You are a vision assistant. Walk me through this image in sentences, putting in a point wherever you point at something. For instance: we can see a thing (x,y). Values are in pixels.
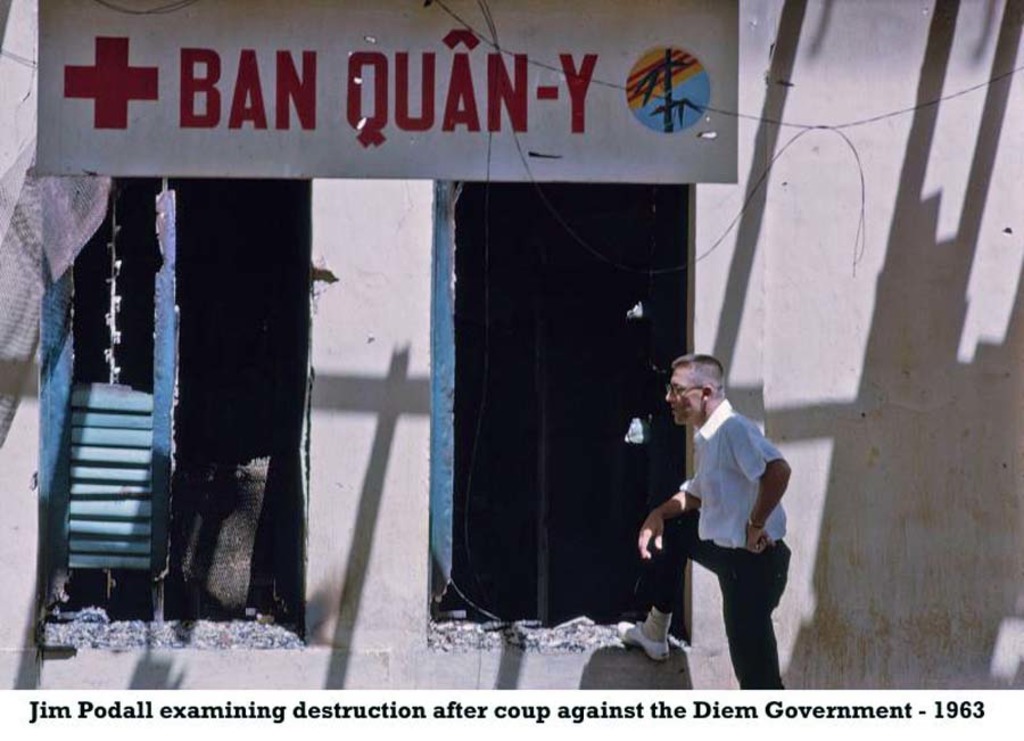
In this image there is a man (714,545), in the background (703,221) there is wall (715,291) to that wall (703,221) there are two doors (229,546), at the top (73,0) there is a banner (55,3), at the bottom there is a text (132,710) written.
